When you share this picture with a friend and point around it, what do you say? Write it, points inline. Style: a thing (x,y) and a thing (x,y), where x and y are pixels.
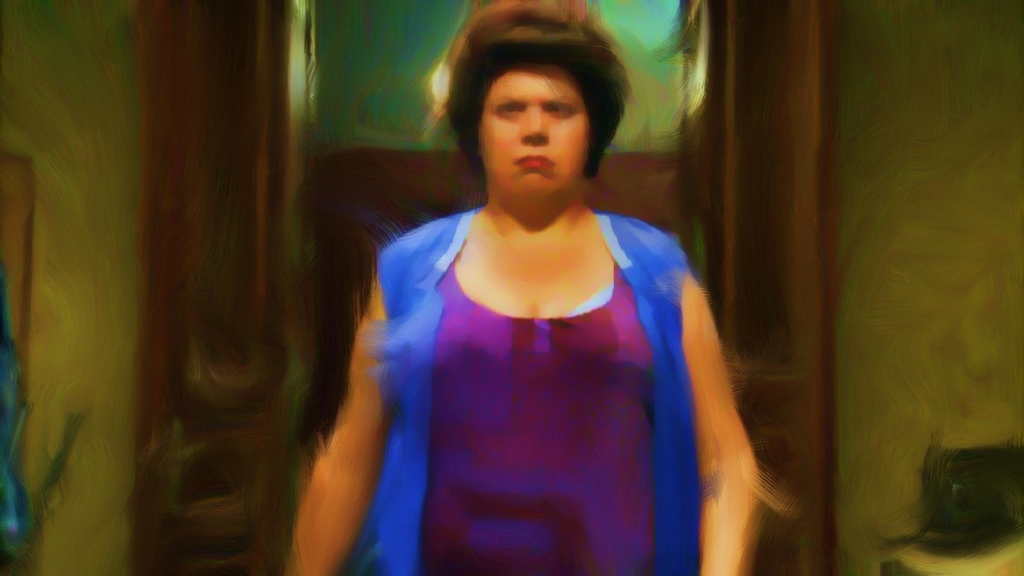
This image consists of a woman (672,277) wearing a blue dress (667,478). In the background (979,447), we can see a door (136,455) along with the wall (109,204). It looks like the image is edited.
